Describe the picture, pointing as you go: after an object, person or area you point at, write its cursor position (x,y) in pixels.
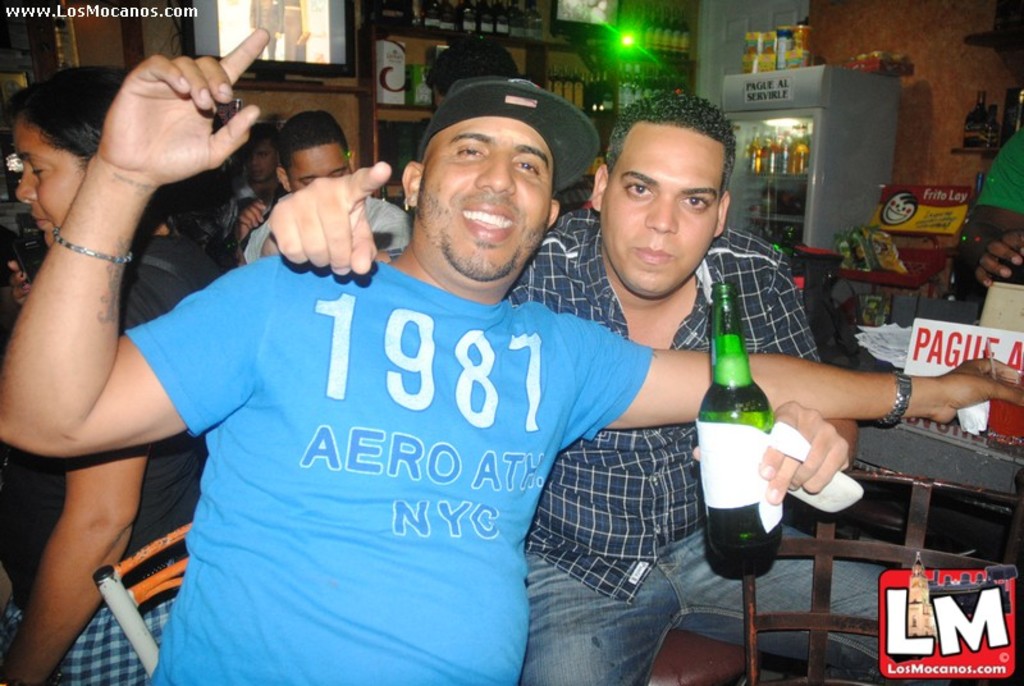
In this image I can see a group of people (455,452) are sitting on a chair (848,551). The person (595,441) in the front (426,426) is holding a glass bottle (740,416) in his hands (826,457).
